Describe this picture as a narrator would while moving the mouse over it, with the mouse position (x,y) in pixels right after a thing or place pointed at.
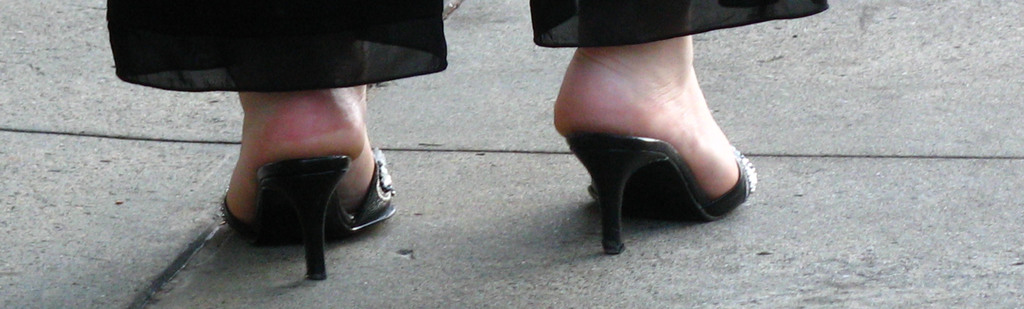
In this image I can see legs (588,84) of a person (634,87) and I can see that person (644,121) is wearing black pant (266,74) and black heels (301,159).
